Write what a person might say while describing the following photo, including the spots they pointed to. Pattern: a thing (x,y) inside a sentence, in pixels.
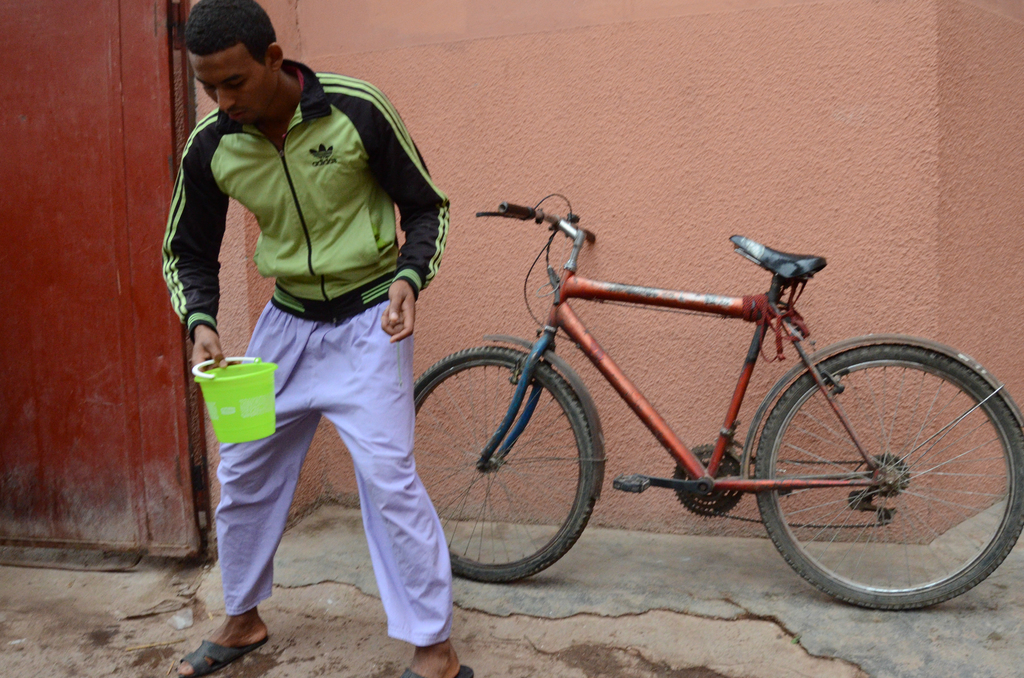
In this image I can see one man (208,192) is standing and I can see he is holding a green colour bucket (209,375). I can see he is wearing a jacket (317,276), a pant (375,517), slippers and behind him I can see a bicycle (603,431). I can also see a red colour thing (1,84) on the left side (37,380) and in the background (545,182) I can see the wall (745,100).
